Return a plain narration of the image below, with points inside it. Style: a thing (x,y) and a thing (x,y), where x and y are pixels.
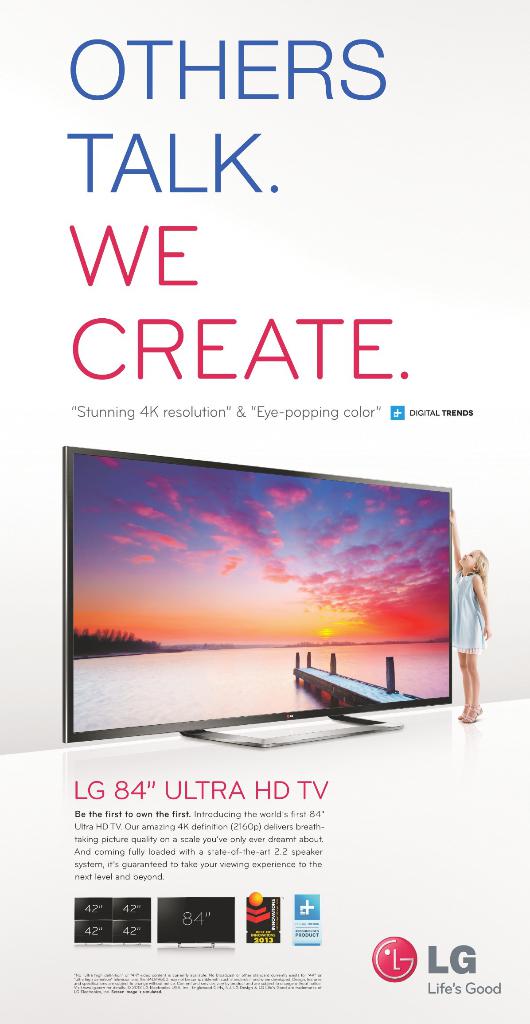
This picture shows an advertisement poster (372,404). We see a television (230,585) and a girl (474,555) standing on the side and we see text (187,842) on the poster (305,536).
